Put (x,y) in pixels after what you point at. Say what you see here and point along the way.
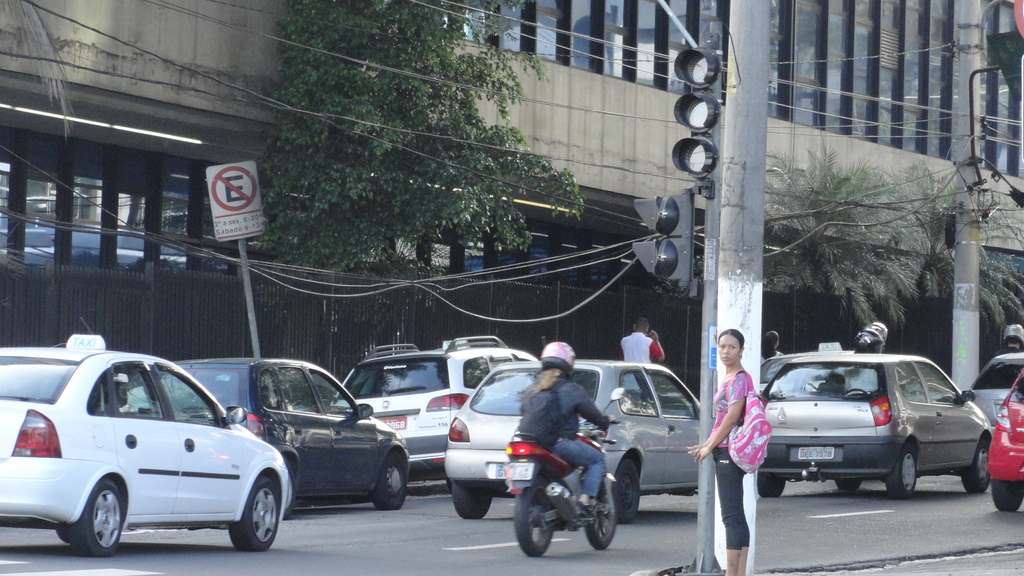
In this image there is a road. On the road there are vehicles (865,383). There is a lady (732,489) holding bag (737,441) and standing. Near to her there is a pillar (725,219). Also there are traffic signals (699,164) with pole (702,380). In the back (344,300) there are railings (541,316). Also there are poles (977,253). There is a sign board (253,234) with a pole (252,321). Also there are wires (485,319). And there are trees (1008,264) and buildings (647,86).
